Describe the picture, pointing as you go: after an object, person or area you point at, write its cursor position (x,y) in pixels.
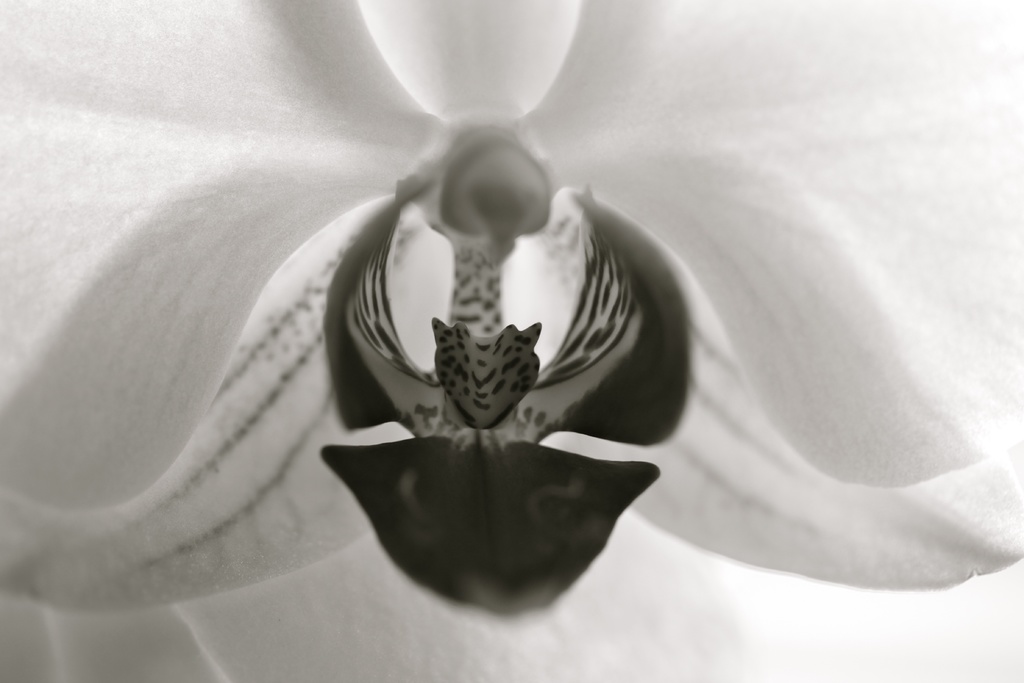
This is a black and white picture. In this picture we can see a flower (968,113).
